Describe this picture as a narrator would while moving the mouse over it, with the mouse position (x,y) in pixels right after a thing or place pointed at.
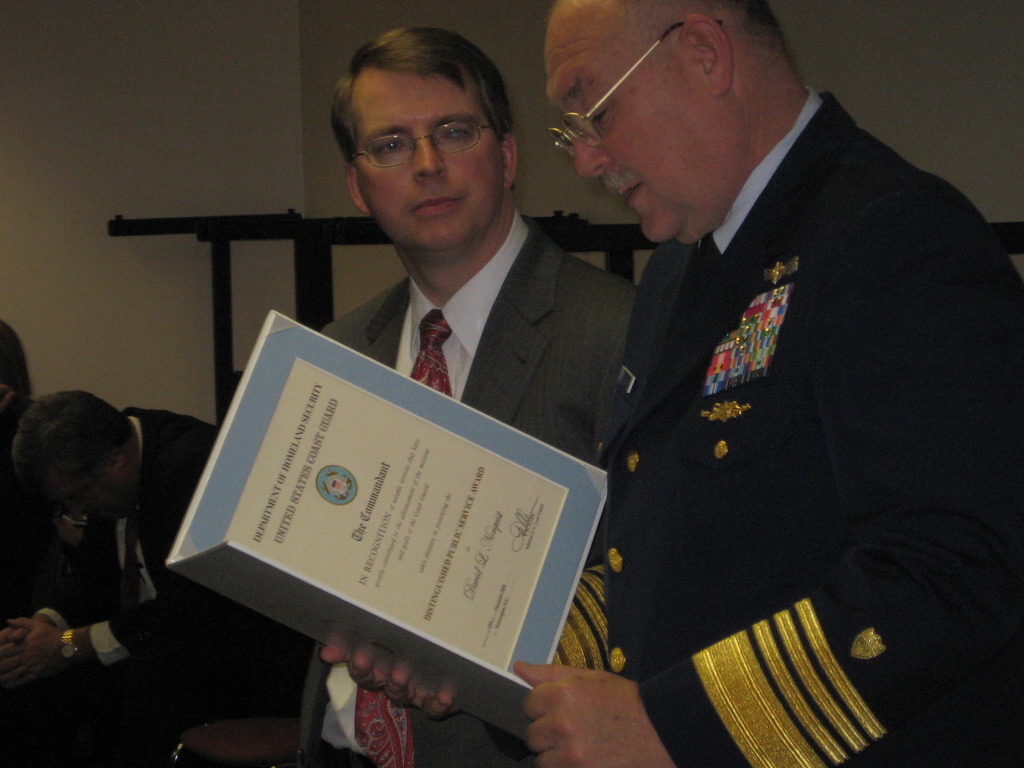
In this image, we can see people (49,499) wearing clothes (198,673). There is a person (883,409) on the right side of the image (900,355) holding a file (411,497) with his hands (583,738). There is an object (313,258) in front of the wall (540,17).
